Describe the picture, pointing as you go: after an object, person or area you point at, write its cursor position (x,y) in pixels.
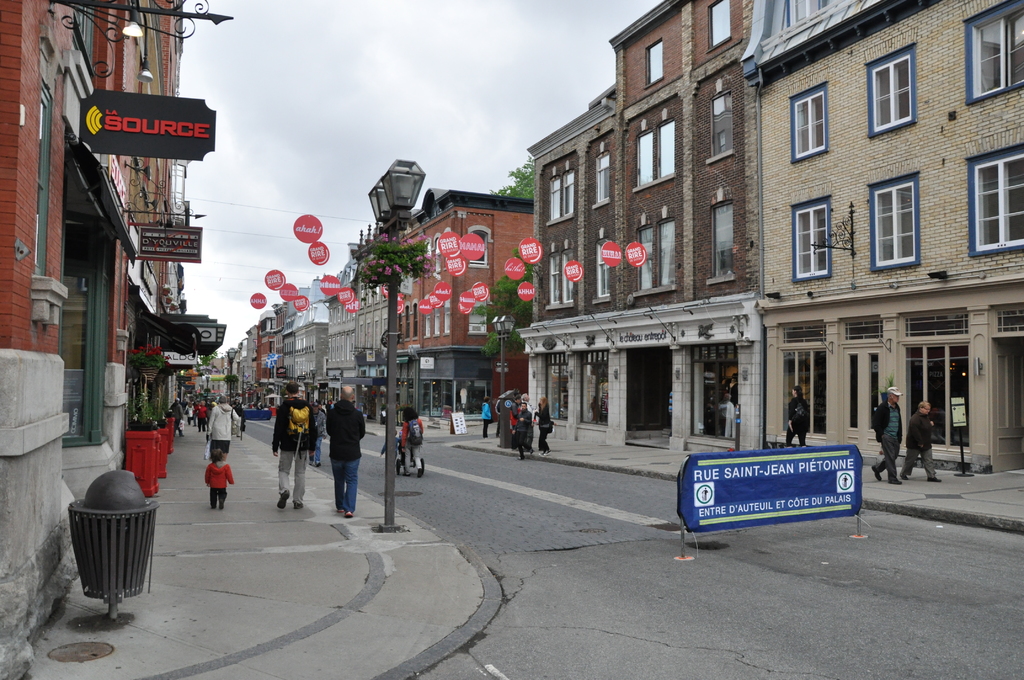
In this image there are buildings (480,257), boards (521,269), trees (518,301), people (177,425), plants (146,415), light poles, road (558,465) and objects (167,434). Something is written on the boards (840,487). In the background of the image (377,54) there is a cloudy sky (363,98). Among them few people (335,451) are walking and few people (290,388) wore bags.
